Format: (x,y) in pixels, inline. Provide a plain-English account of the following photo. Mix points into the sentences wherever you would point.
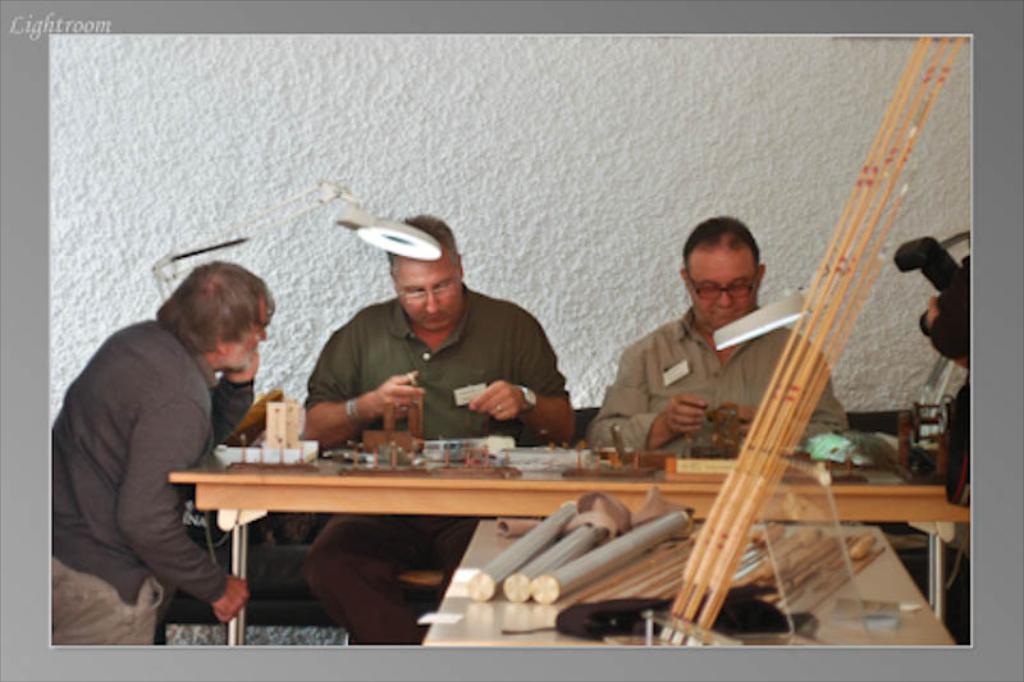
In the center of the image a table (569,478) is there. On the table (487,491) we can see some objects (509,455) are present. In the middle of the image (365,329) three persons (425,370) are sitting. At the top of the image (613,186) wall (615,212) is there. On the left side of the image (250,234) lamp (414,237) is there.
